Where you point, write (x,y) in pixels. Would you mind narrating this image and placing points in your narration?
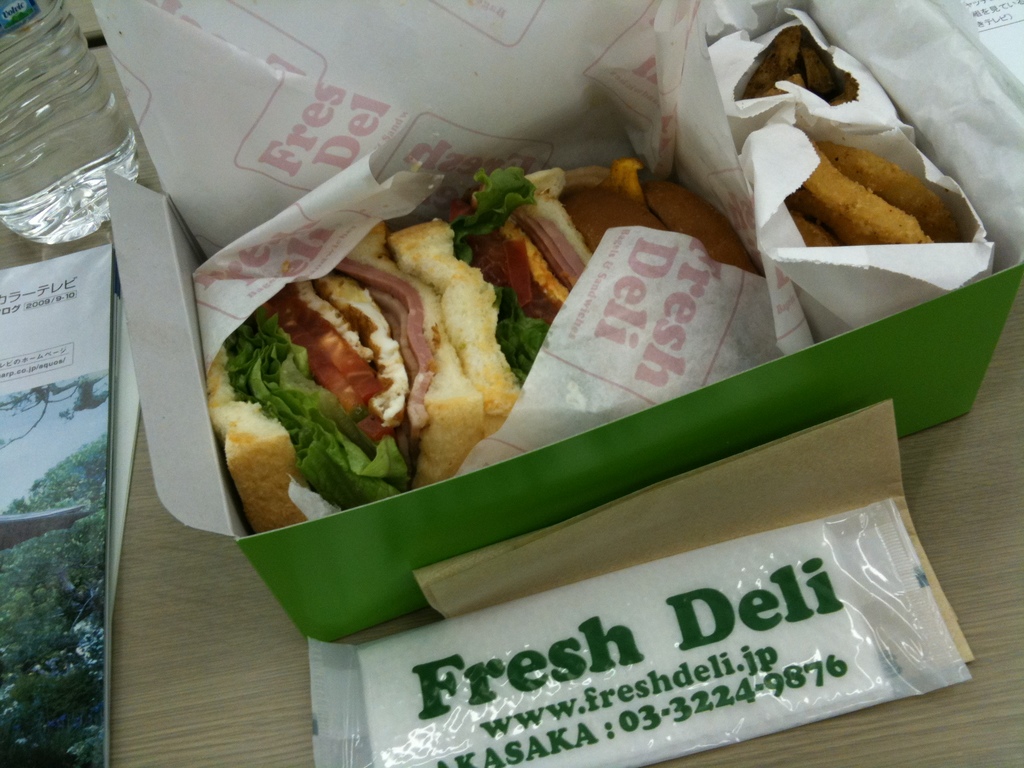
In the center of the picture (519,358) there are food items (553,246) wrapped in a box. At the bottom (547,647) there are cover (713,606) and paper (731,502). On the left (16,537) there are book (40,466) and water (4,152). On the right (948,52) there is a white cover like object (948,73).
